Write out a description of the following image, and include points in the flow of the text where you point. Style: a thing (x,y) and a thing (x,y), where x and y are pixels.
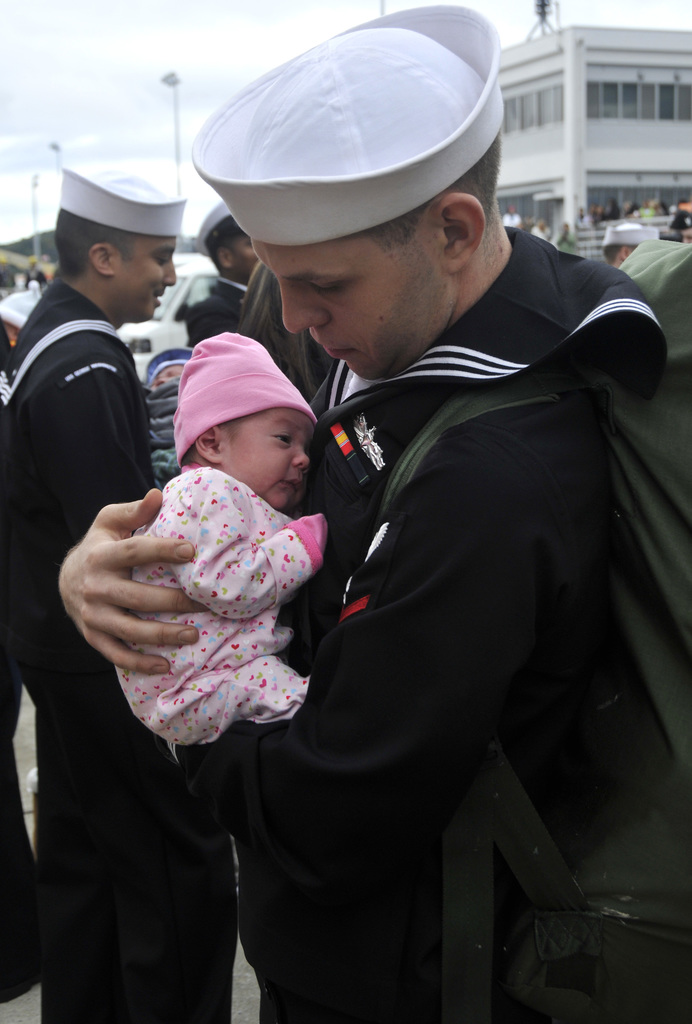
In the picture we can see a man (432,676) standing, he is in a black dress (242,728) and wearing a green bag (675,289) and holding a baby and beside him we can see another man (169,260) standing and he is with a black dress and in the background (526,180), we can see a building (556,140) and besides it we can see some poles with lights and behind it we can see a sky (193,50).
